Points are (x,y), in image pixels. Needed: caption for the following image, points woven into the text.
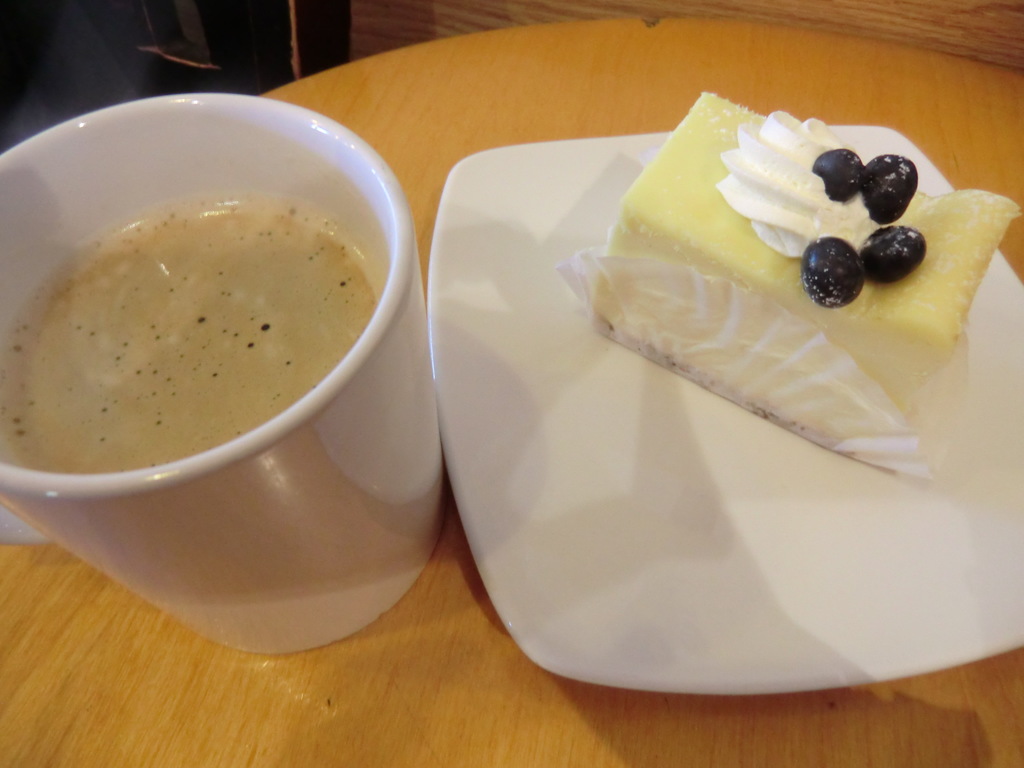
In this image, I can see a cup (394,603) of coffee (335,327) and a piece of cake (654,337) on a plate (651,541), which are placed on a wooden table (167,671).
